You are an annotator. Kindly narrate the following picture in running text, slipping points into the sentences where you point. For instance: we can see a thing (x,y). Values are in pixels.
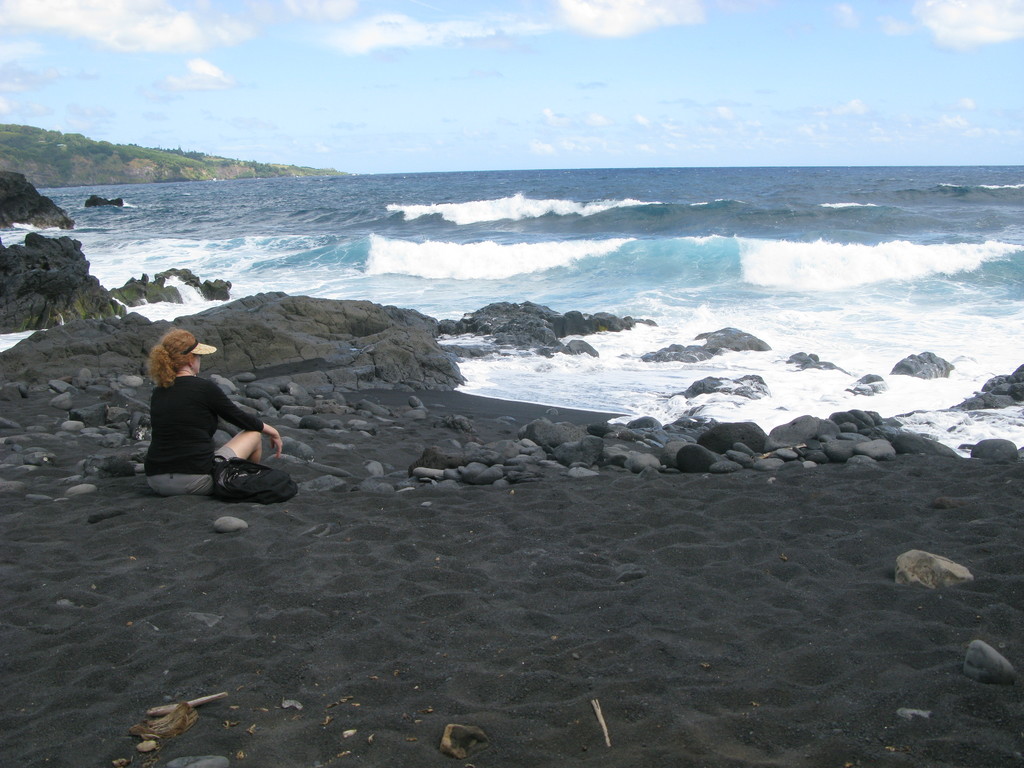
There is a woman (209,459), stones (382,478) and water (183,188) in the foreground area of the image (343,449), it seems like mountain (182,168) and the sky (285,151) in the background (384,146).
